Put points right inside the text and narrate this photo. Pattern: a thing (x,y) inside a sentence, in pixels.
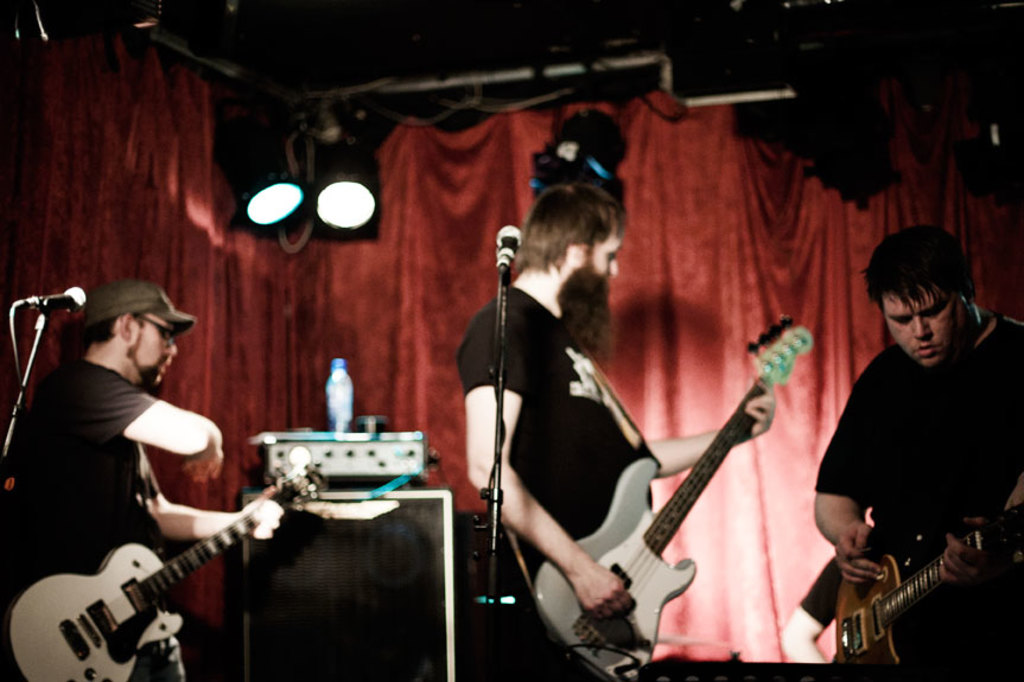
This picture is clicked in musical concert. The man (834,437) on the right corner of the picture (913,484), is holding guitar (877,651) in his hands (963,571) and playing it. The man (590,357) in the middle of the picture (565,365) is also holding guitar (613,615) in his hands (599,587) and playing it. In front of him, we see a microphone (506,240). In the left corner of the picture (125,561), we see man (143,388) in black t-shirt (127,539) is holding guitar (135,581) in his hands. Behind them, we see speaker (345,541) and behind that, we see a curtain (428,226) in red color.
